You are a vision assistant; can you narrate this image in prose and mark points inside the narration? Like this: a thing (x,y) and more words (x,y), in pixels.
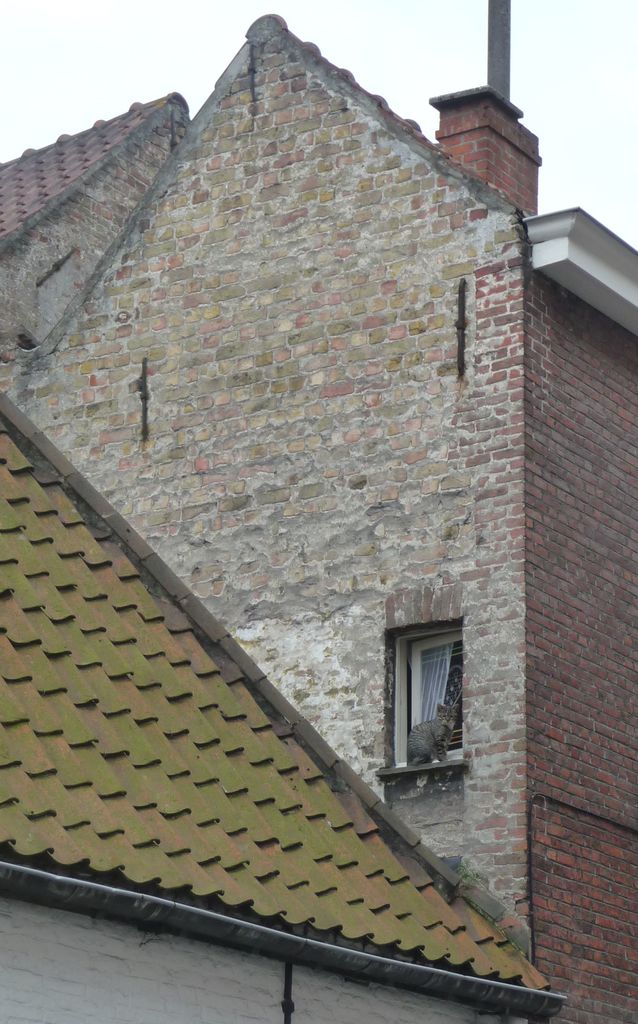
In this image we can see the building (456,792) with window (428,670). The sky (422,59) is in white color.
